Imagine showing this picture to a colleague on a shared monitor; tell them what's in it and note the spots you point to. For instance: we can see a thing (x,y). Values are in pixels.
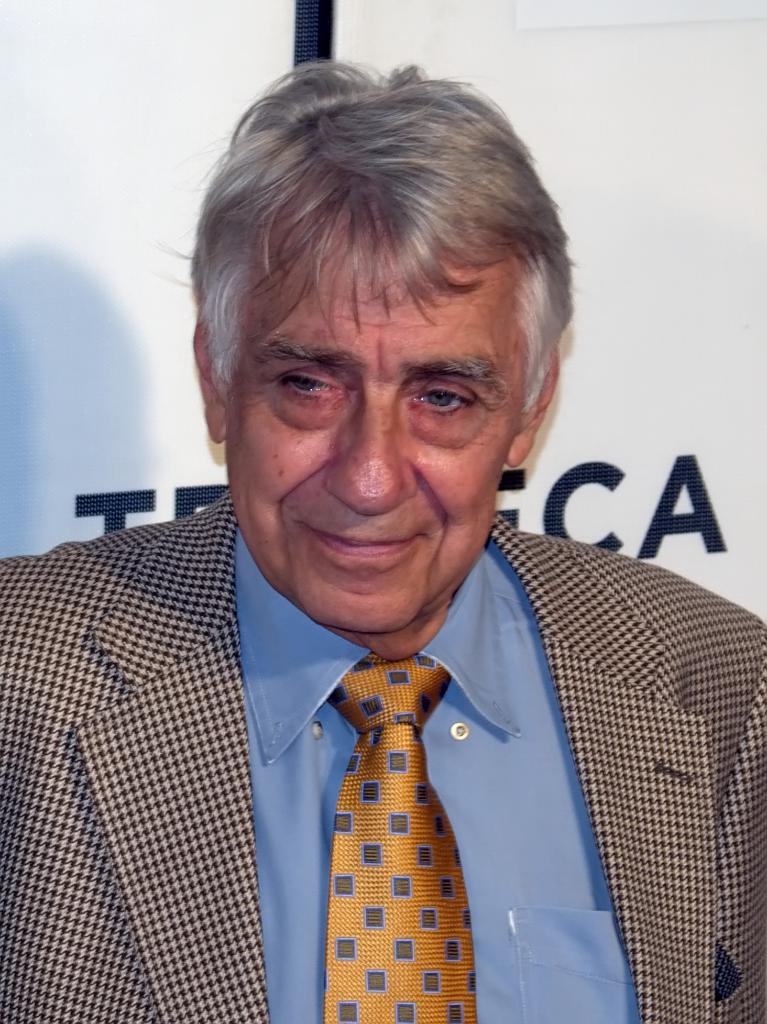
In the center of the image (341,451), we can see a person (278,718) wearing coat (202,722) and a tie (362,756) and in the background (104,93), there is a banner (516,69) and we can see some text (130,504).
